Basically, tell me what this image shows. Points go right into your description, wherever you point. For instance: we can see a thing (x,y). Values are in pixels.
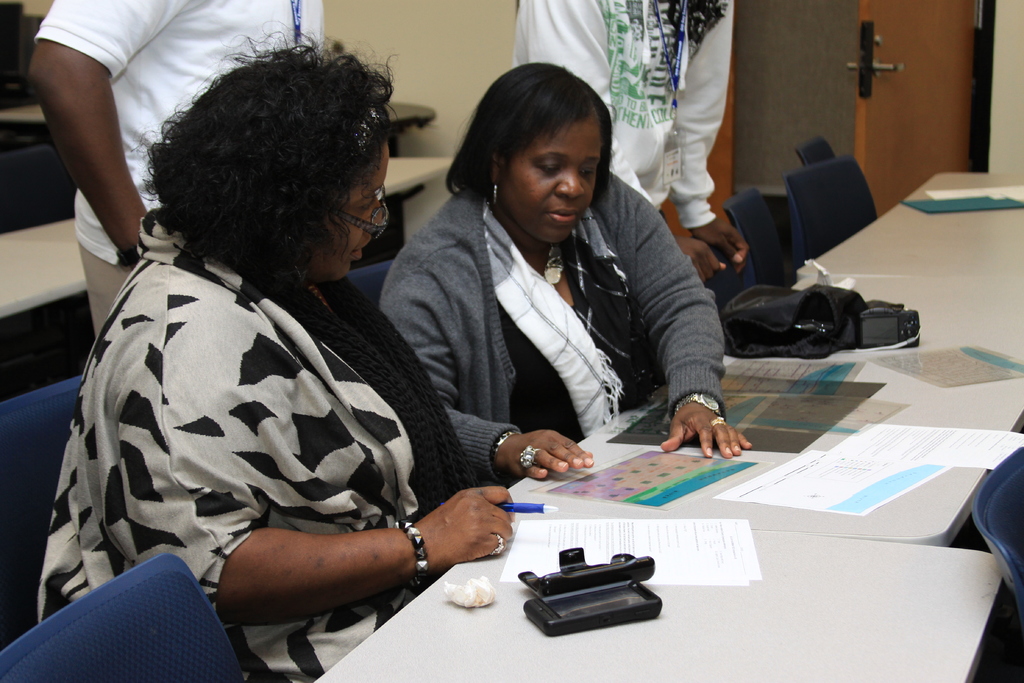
In this image there are two women (345,322) seated in chairs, in front of the women (518,378) there is a table (778,460), on the table (675,508) there are papers (808,425) and a bag (781,314), behind the two women (305,268) there are two men (580,42) standing and behind them there are tables (70,260) and chairs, beside the two men (649,81) there is a door (867,48).
